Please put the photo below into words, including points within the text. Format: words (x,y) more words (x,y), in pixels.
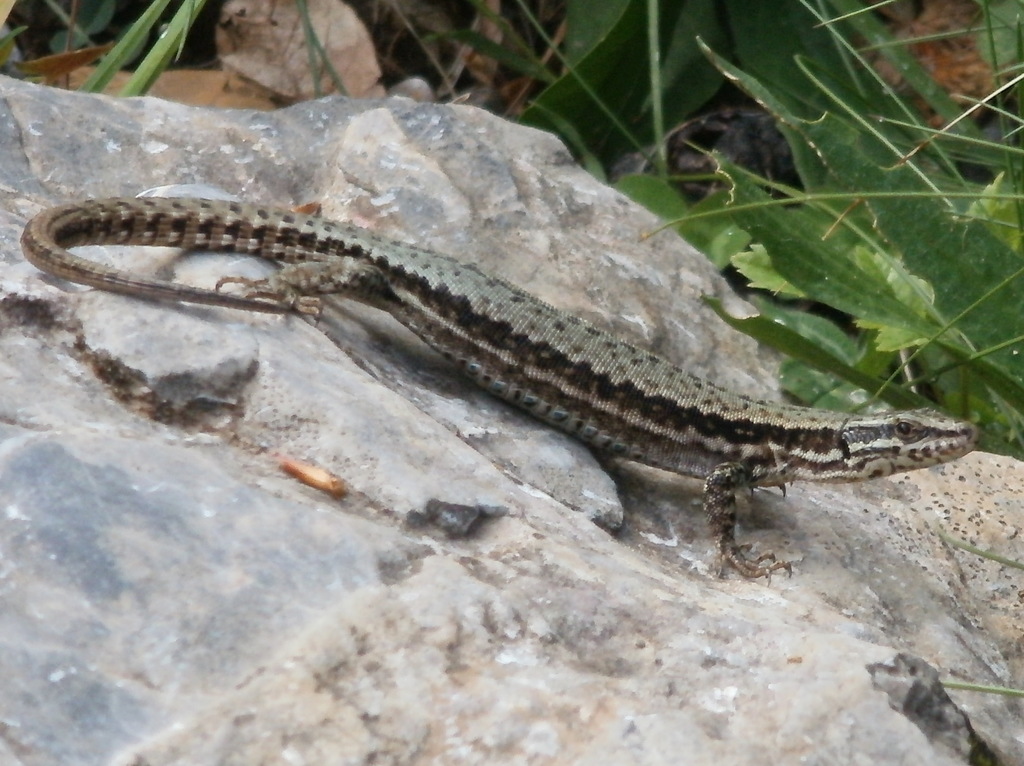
In this image, we can see a wall lizard (580,429) on the stone surface (555,612). At the top (911,234) and right side of the image (897,211), we can see plants (565,97).
